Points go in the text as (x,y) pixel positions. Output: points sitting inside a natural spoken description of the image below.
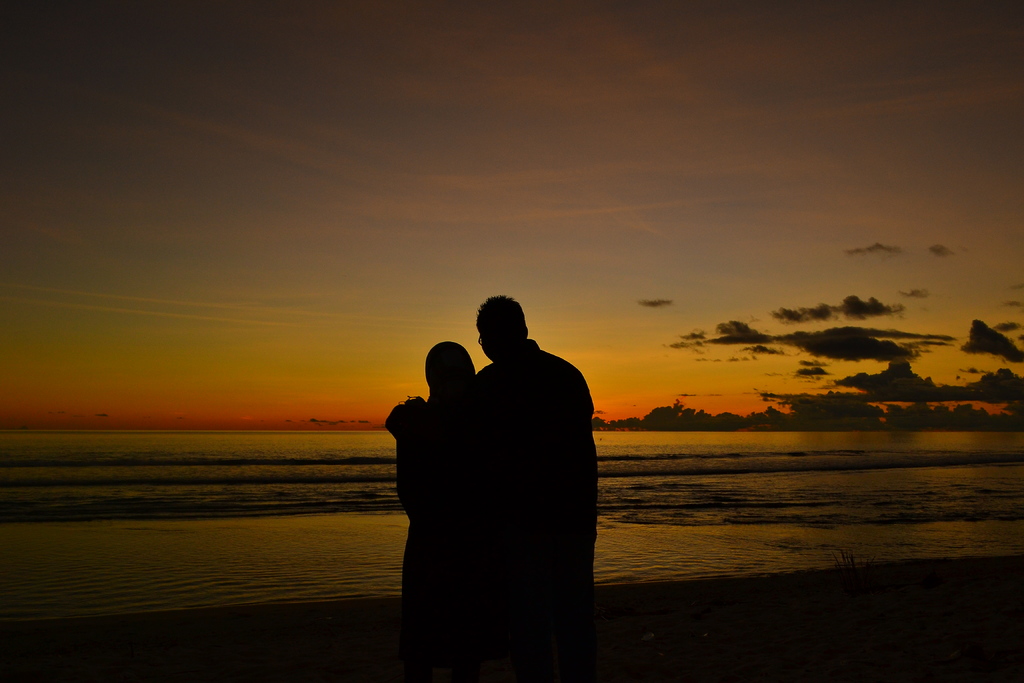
In the middle of the image (494,301), there is a person (529,528) keeping hand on the shoulder (406,430) of the other person (451,422). These both are standing. In front of them, there is water (871,444). In the background (906,415), there are clouds (884,428) in the sky (274,185).
